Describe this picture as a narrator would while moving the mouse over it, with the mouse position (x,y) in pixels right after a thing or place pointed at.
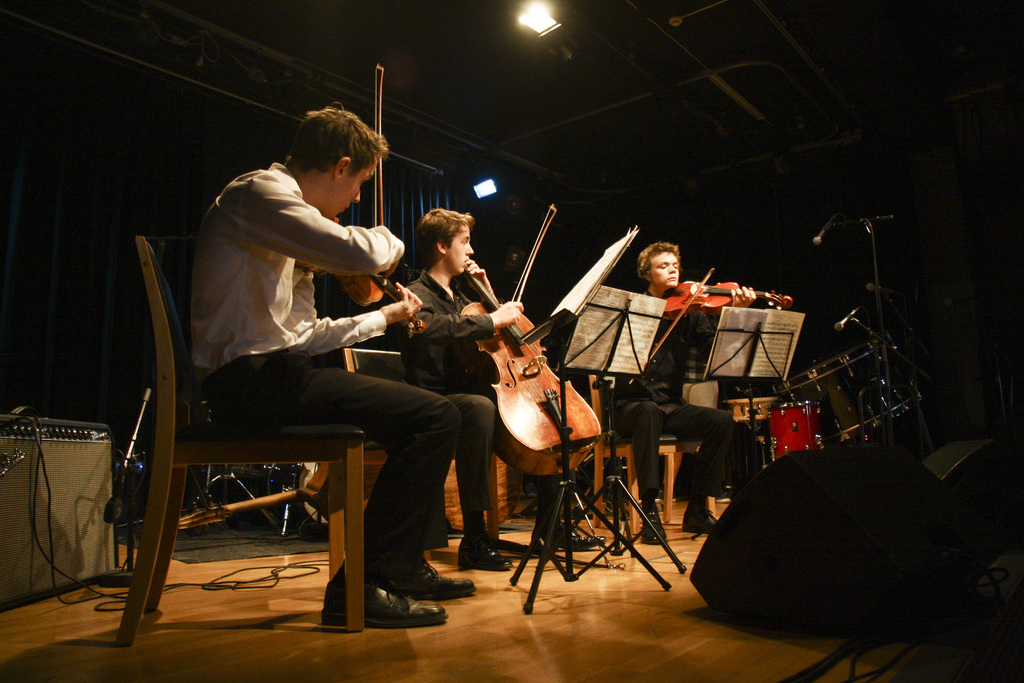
In this image, there is a floor (484,656) which is in yellow color, there are some microphones (844,320) in black color and there are some people (384,522) sitting on the chairs (172,463), in the middle (490,430) there is a boy (483,415) sitting and holding a music instrument (543,415) which is in yellow color, in the top (480,183) there are some lights (541,20) which are in white color.
